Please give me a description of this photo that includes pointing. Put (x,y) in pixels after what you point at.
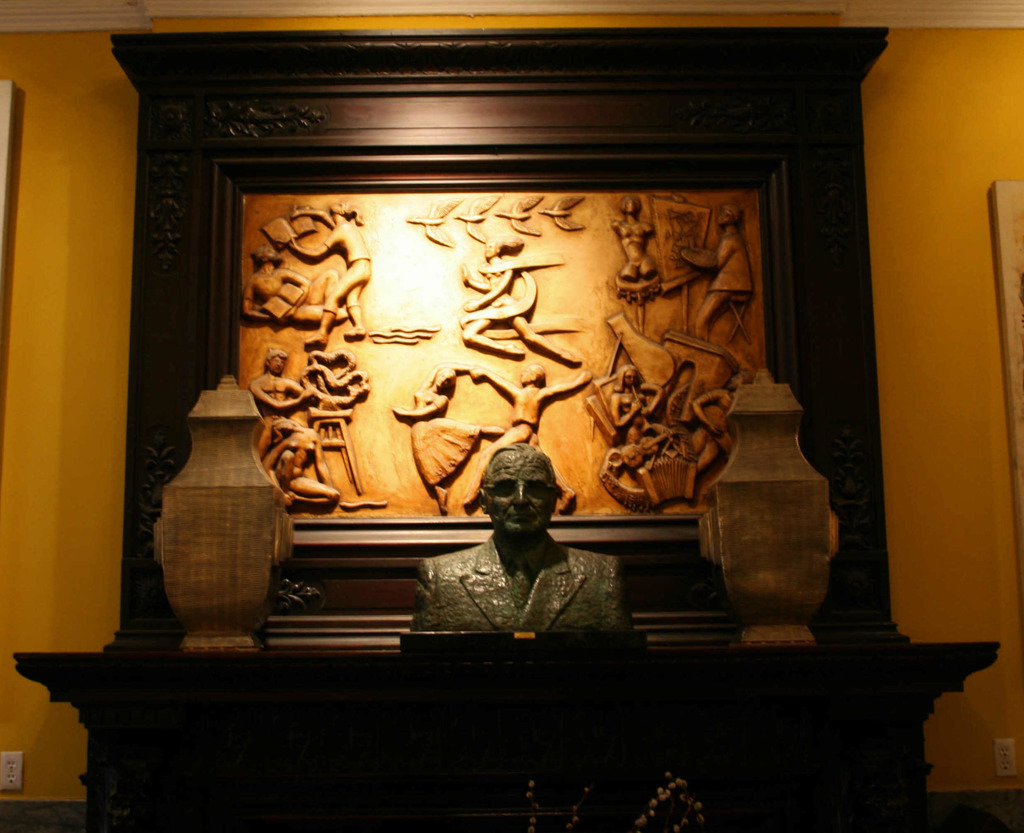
In this picture there is a person statue (525,621) on the table (537,657). Beside that we can see jar (769,544). On the back (724,249) we can see statues (359,244) of the persons (554,349). Here we can see a wooden frame (809,441) which is on the wall (912,269). On the bottom left corner (23,769) there is a socket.
